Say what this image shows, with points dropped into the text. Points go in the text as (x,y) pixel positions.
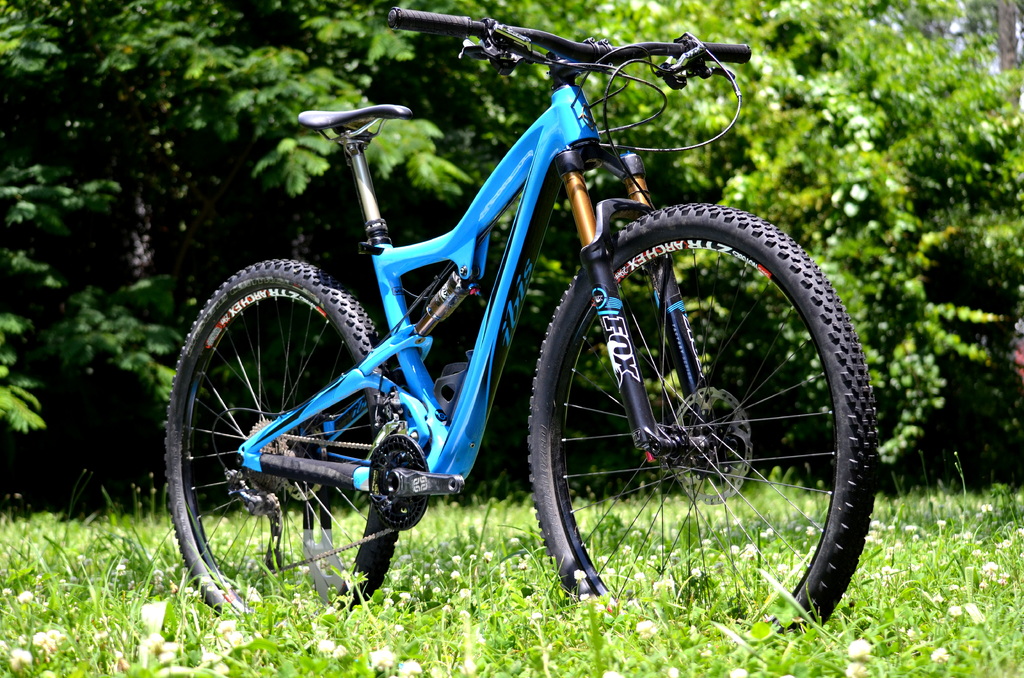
In the center of the image (455,239) there is a bicycle (411,397) on the grass (281,613). In the background (157,79) we can see trees (942,106).
